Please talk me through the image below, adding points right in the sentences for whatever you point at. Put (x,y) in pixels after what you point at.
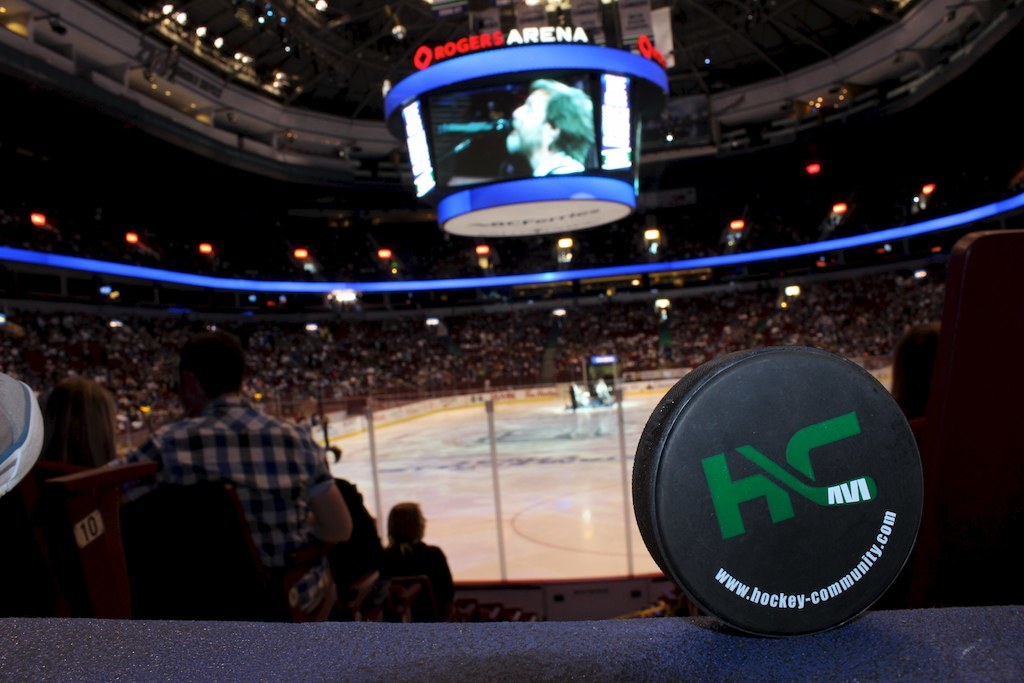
In front of the picture, we see an object (818,490) in black color with some text (751,441) written on it. On the left side (229,369), we see the people (204,457) are sitting on the chairs (144,594). In front of them, we see the white poles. In the middle (482,418), we see something in white color. Behind that, we see the people (340,357) are sitting on the chairs (783,327). In the background (339,303), we see the lights (376,290). At the top (548,58), we see the screen (545,74) which is displaying the image (564,114) of the man (567,127) who is singing song on the microphone (475,129). Above that, we see some text (573,31) written. At the top (388,22), we see the ceiling (307,70) and the roof (307,63) of the room (697,87). This picture might be clicked in the stadium (641,124).
